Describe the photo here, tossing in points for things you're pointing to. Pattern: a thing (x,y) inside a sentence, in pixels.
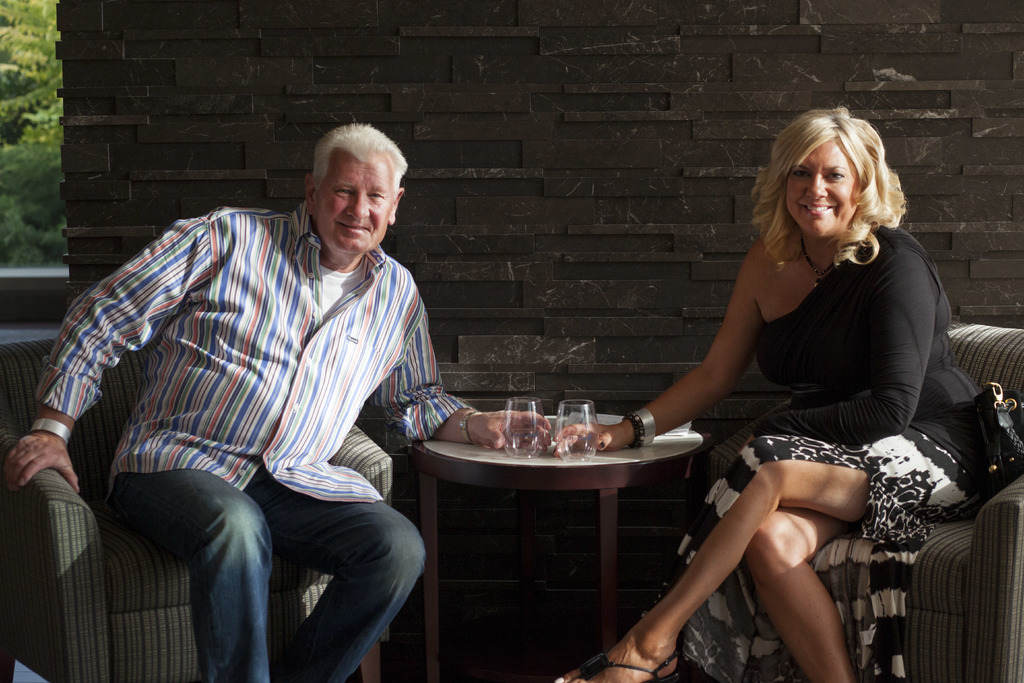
There are sitting on a chairs (727,457). They are smiling. They are holding a glass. They are wearing a watch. There is a table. There is a glass (535,438) on a table (654,443). We can see in background (444,240) wall (75,159) and tree (37,118).
